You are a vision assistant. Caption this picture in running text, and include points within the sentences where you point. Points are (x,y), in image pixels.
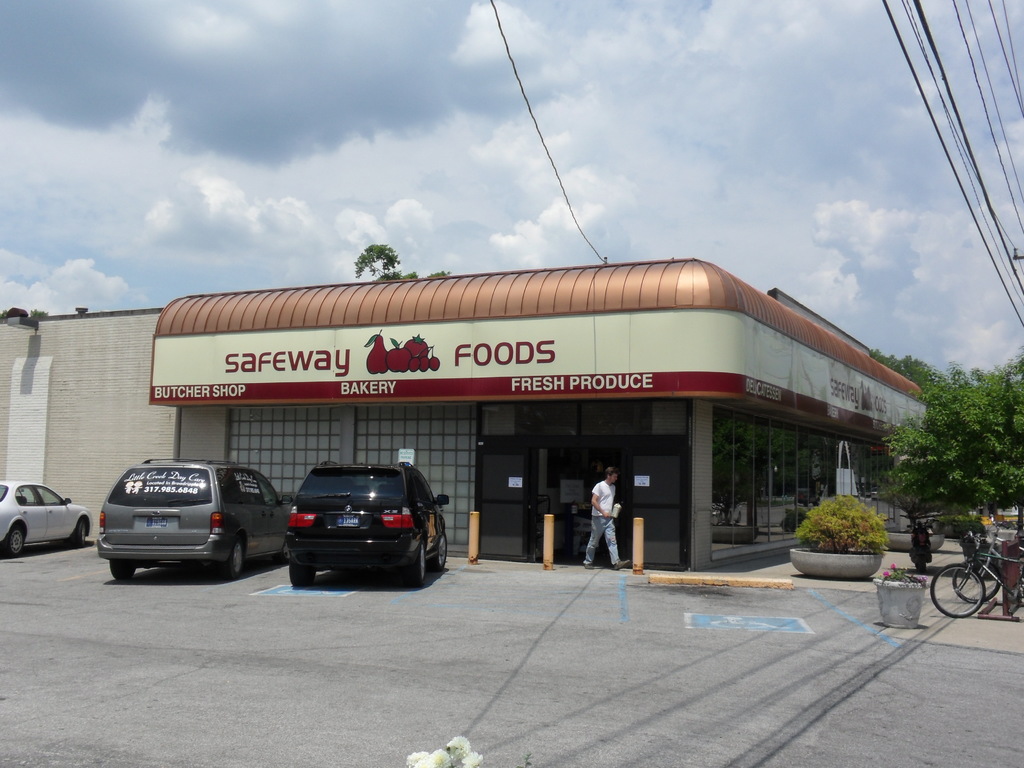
In this image there is a store (625,482) in the middle (598,471). On the right side (970,577) there are few cycles (966,590) parked on the road (991,660). On the left side (181,535) there are cars (189,536) parked in front of the store (283,447). At the top (244,86) there is the sky (248,85). On the right side (956,138) top there are wires (994,213). On the right side (972,466) bottom there are trees (952,464) on the footpath (756,561).
